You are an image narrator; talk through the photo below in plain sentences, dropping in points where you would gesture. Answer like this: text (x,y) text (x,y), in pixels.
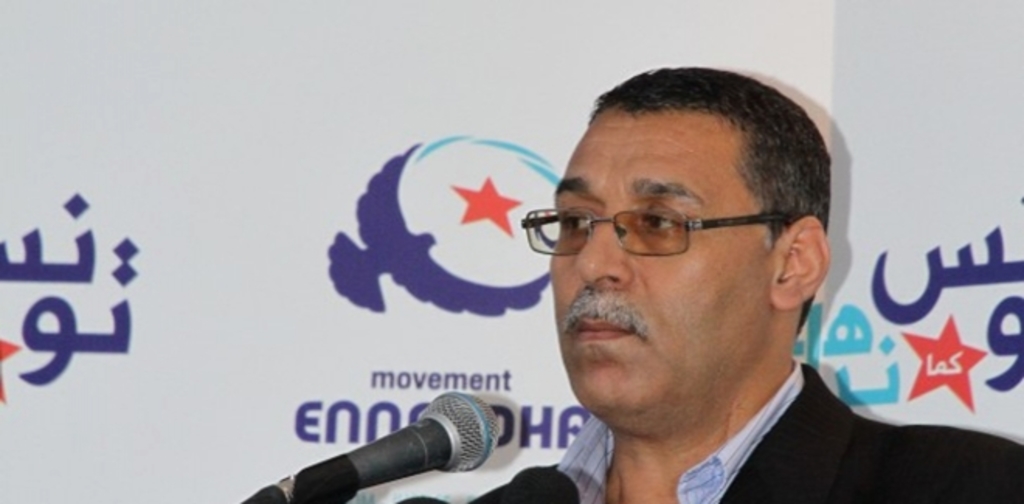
In this image we can see a person (587,496) wearing shirt (587,496), blazer (785,490) and spectacles (673,221) is having a mic (539,472) in front of him. In the background (580,55), we can see the white banner (205,283) on which we can see some text (299,427).
